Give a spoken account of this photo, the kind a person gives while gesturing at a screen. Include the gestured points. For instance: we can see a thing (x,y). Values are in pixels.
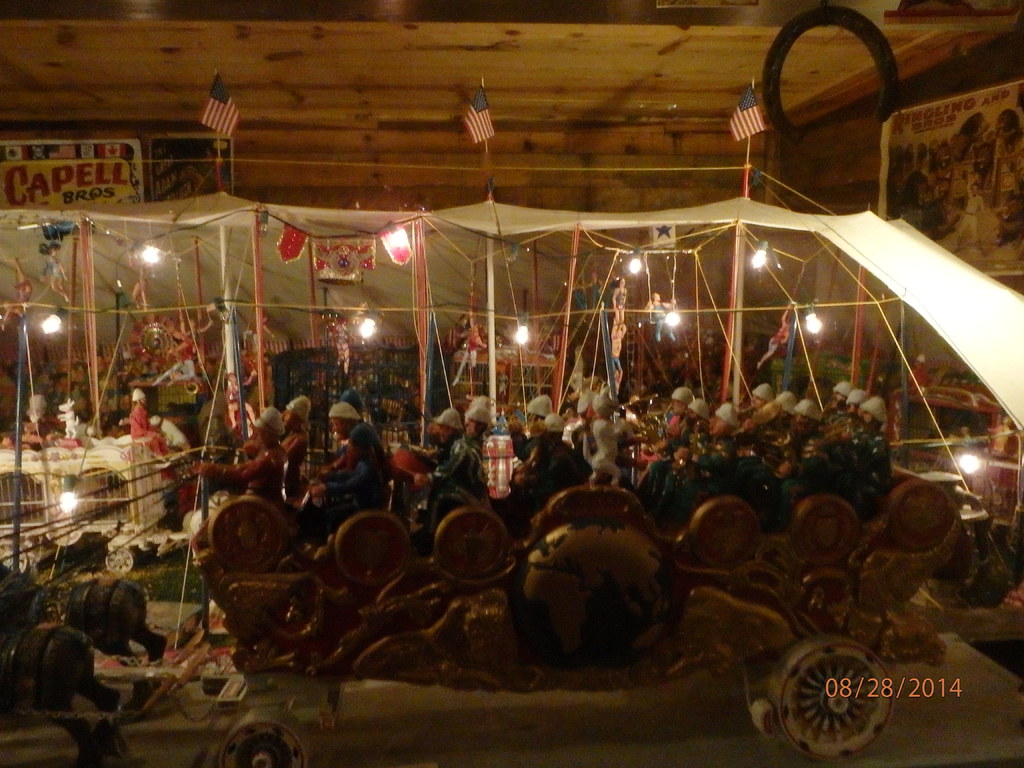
This picture shows few toys (520,412) and we see lights (58,317) and a cloth (157,211) and we see couple of posters (960,239) on the wall (779,172) and few flags (207,114).
